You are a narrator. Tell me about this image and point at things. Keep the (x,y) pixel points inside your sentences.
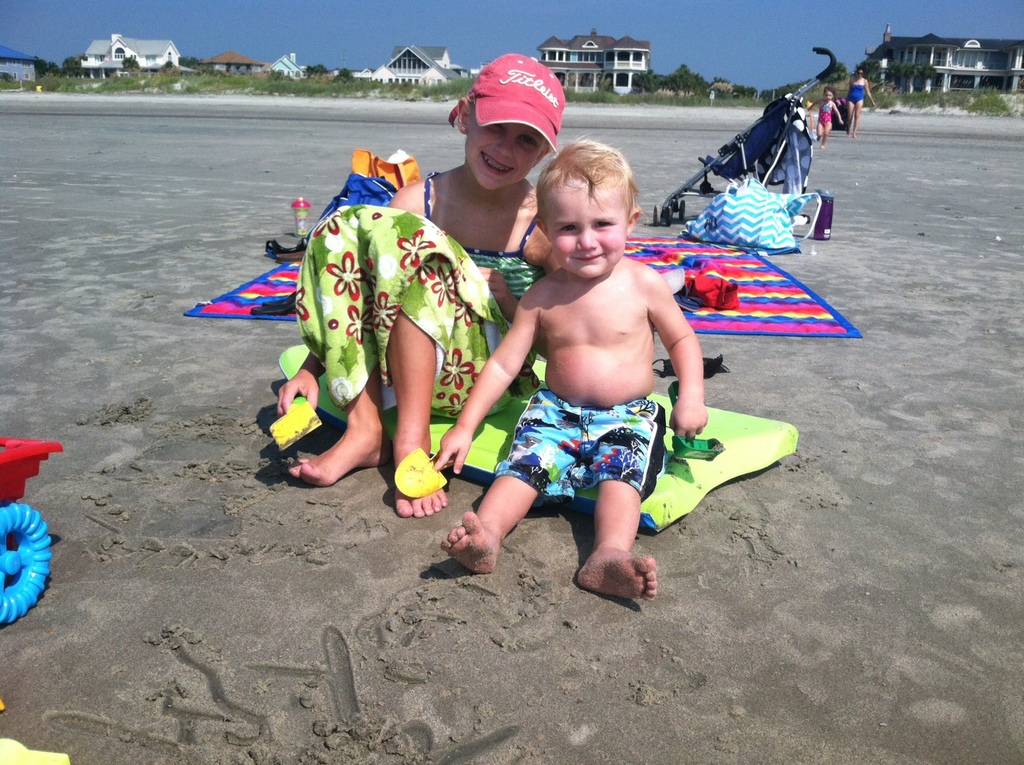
In this picture I can see a girl (511,193) and a boy (618,269) who are sitting on a bodyboard (699,475) and they're holding things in their hands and I see a red and blue color thing (14,537) on the left bottom of this image (20,513) and I see the sand (110,391) and behind these children (462,225) I see few more things (788,104). In the middle of this picture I see number of houses (958,38), few people (828,109) and I see the sky (947,15) in the background (514,9).
